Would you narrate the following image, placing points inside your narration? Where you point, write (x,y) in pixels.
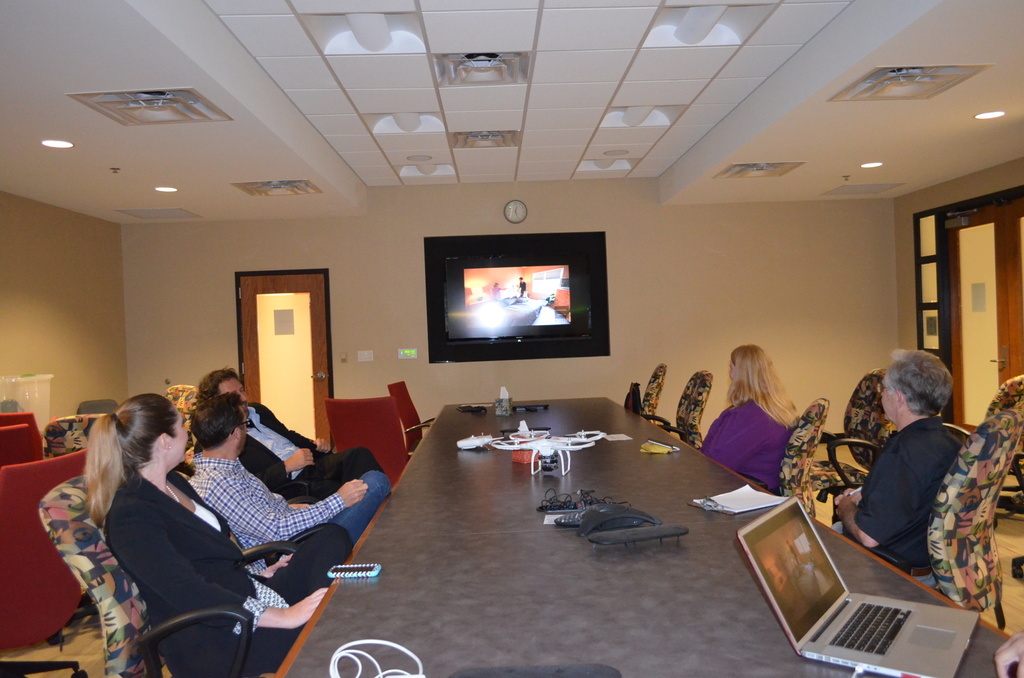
In this image there are group of people (206,490) who are sitting on chairs (1000,508), and in front of them there is a table (423,565). On the table (476,420) there are some wires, phones (648,534), laptop (811,565) and some other objects (465,448). In the center (490,277) there is a television (524,281) on the wall (806,249), and on the right side (966,323) and left side (309,370) there are doors (323,360) and on the left side (11,456) there are some chairs (21,538) and some objects (30,398). At the top (327,96) there is ceiling (596,67) and some lights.
